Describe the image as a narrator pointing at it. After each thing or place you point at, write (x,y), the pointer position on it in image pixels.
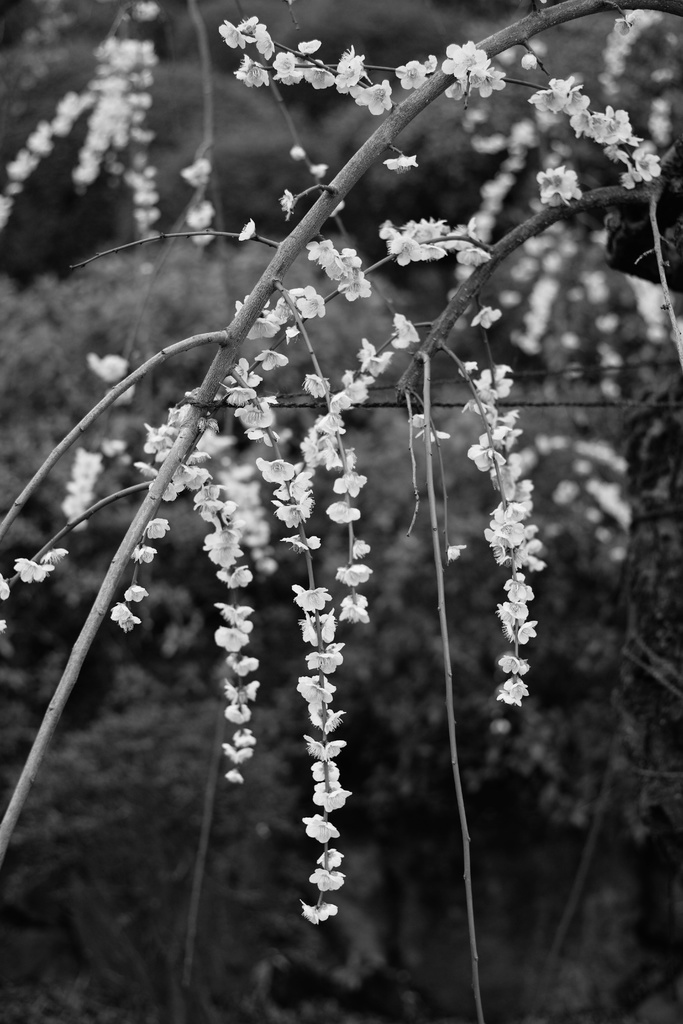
This image consists of a plant (430,326). To which we can see the white color flowers (328,823). The background (50,878) is blurred.
